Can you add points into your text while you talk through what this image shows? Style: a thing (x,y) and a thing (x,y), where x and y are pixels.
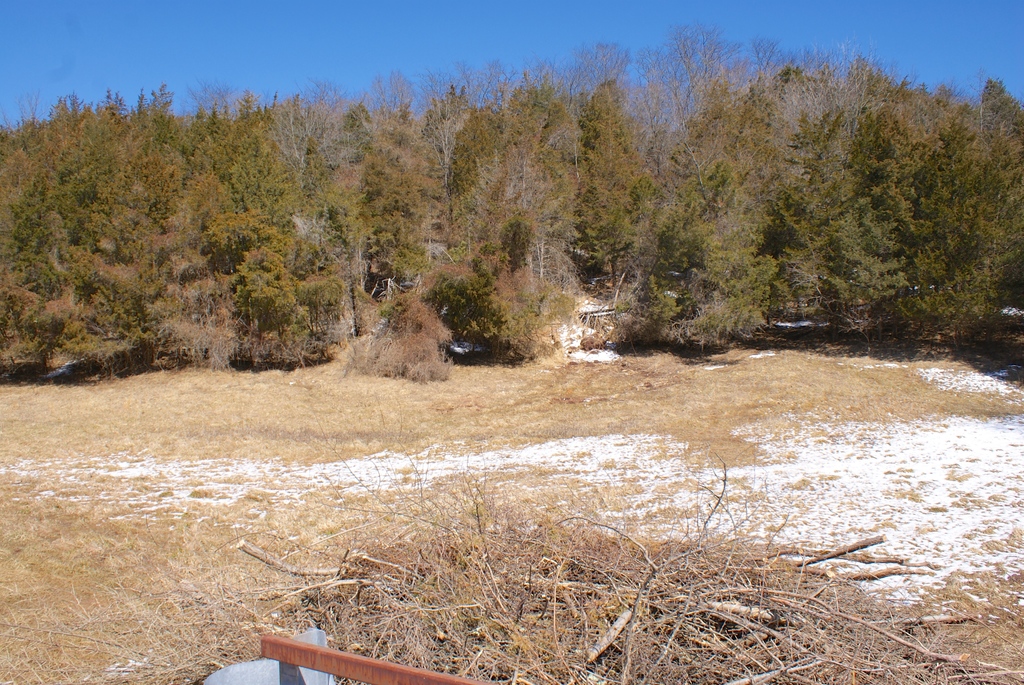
In the foreground of the picture (570,611) there are dry grass (204,536), twigs (431,610), an iron object (410,672) and soil (450,393). In the center of the picture (523,278) there are trees (468,224) and shrubs (442,301). Sky (811,7) is sunny.
